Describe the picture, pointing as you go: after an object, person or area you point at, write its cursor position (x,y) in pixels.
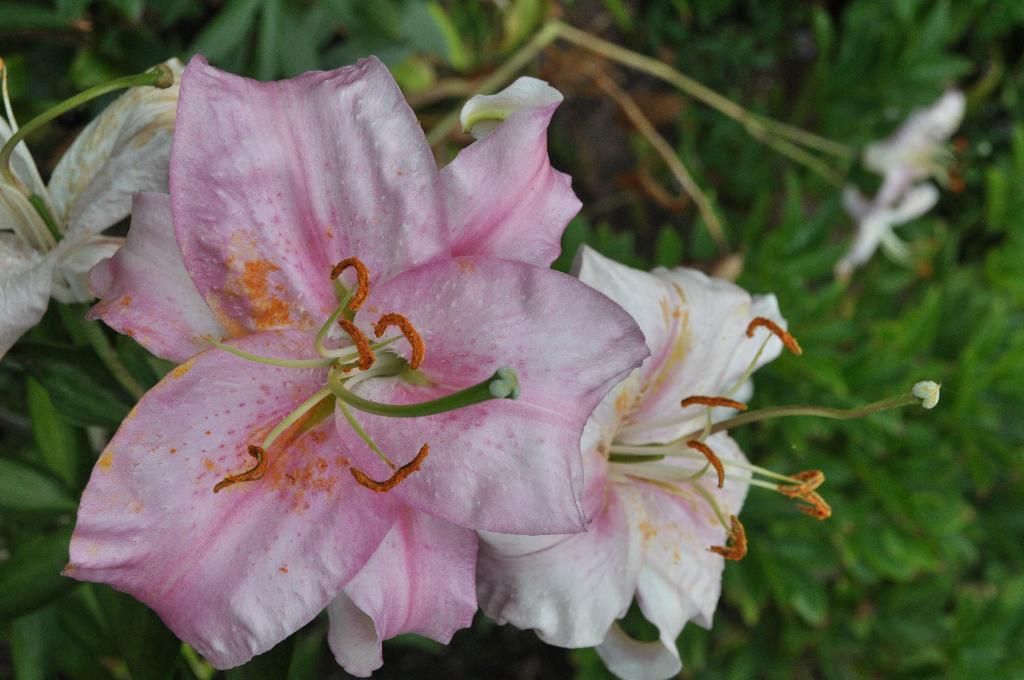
In this image I can see white and pink colour flowers (414,290). I can also see green and orange colour buds (364,352). In background (810,522) I can see green colour leaves (744,679) and I can see this image is little bit blurry from background (952,605).
